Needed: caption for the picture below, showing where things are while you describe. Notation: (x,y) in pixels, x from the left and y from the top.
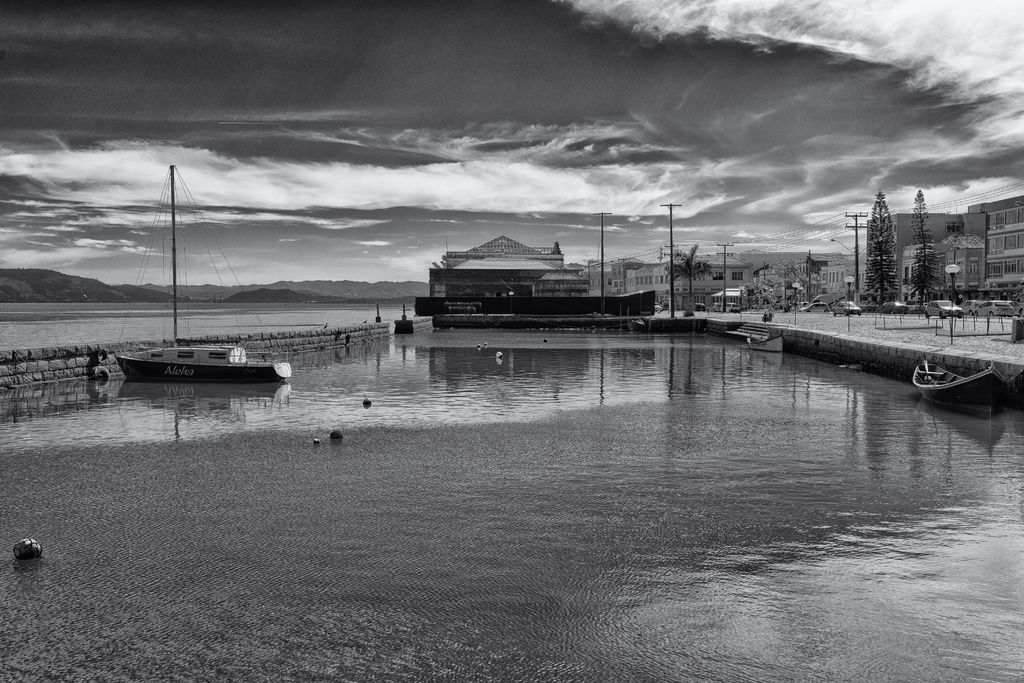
On the left side (202,345), there is boat (174,352) parked in the water pond (289,382). On the right side (932,368), there are two boats (988,404) parked in the water pond (1005,421). In the background (501,268), there are buildings (981,219), trees (883,232), there are vehicles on the road (952,335), there is water (106,329), mountains (113,292) and clouds (340,172) in the sky (644,23).
